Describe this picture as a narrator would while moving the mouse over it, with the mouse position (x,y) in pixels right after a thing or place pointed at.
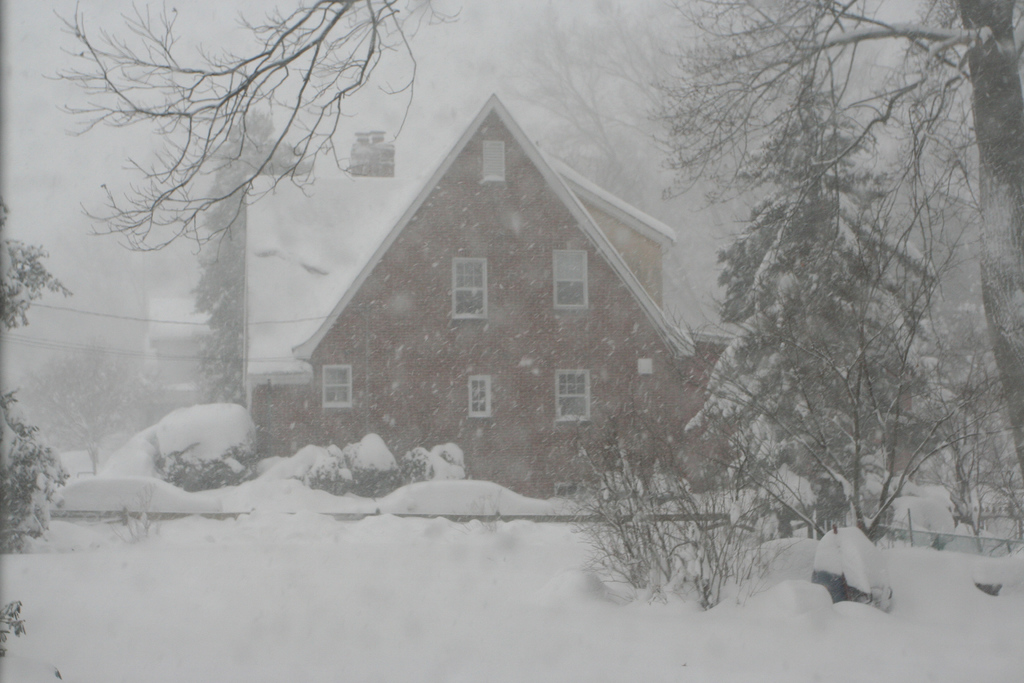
In the image we can see a building (444,296) and the windows (463,288) of the building (549,412). Everywhere there is a snow (350,607) white in color, we can see there are even trees (216,176).
